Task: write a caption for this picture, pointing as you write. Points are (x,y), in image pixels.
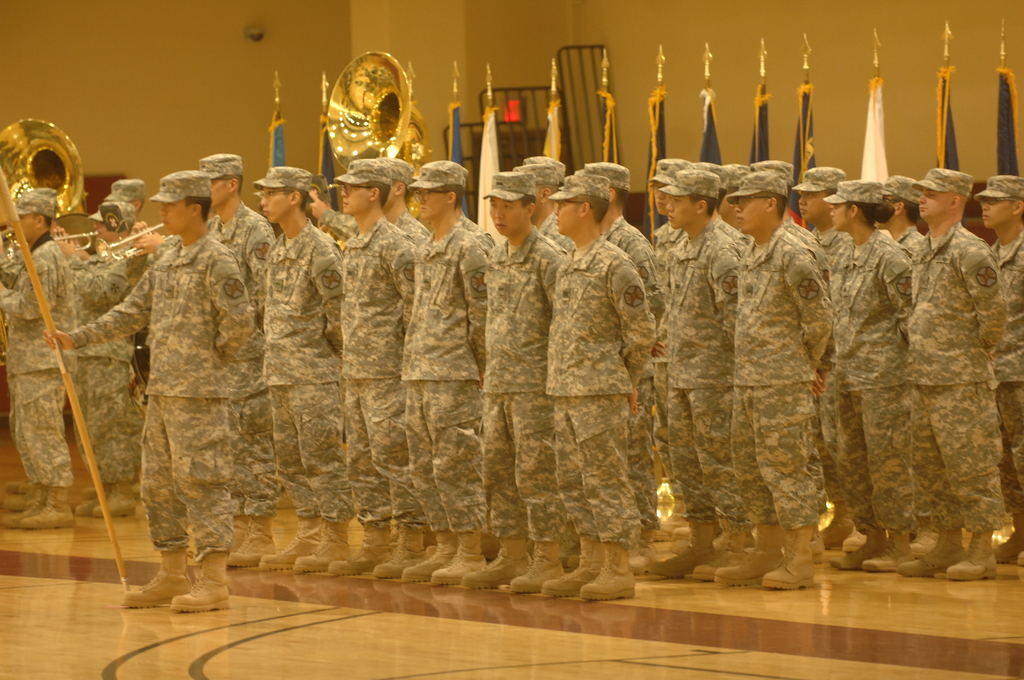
In the picture we can see some group of people (706,399) wearing camouflage dress (553,370) standing in row, some are playing musical instruments (41,167) and in the background (494,115) there are some flags (484,128) and there is a wall (485,57).
